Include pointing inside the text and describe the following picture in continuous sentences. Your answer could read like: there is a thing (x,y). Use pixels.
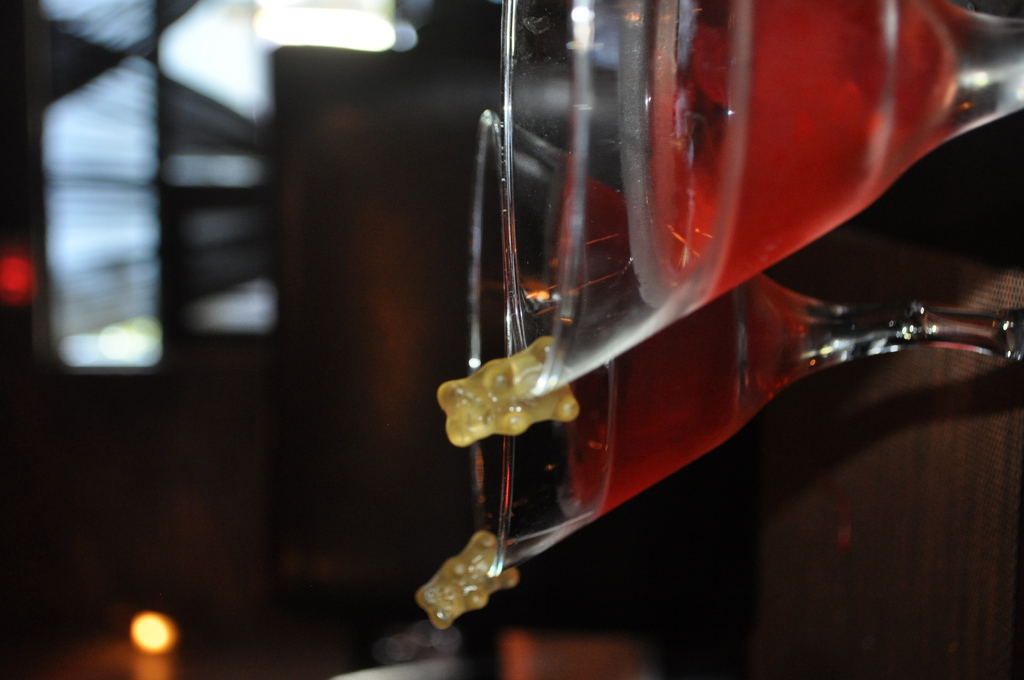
Here we can see two glasses (738,361) with drink (738,361) on a platform (826,406). There is a blur background (299,415).
